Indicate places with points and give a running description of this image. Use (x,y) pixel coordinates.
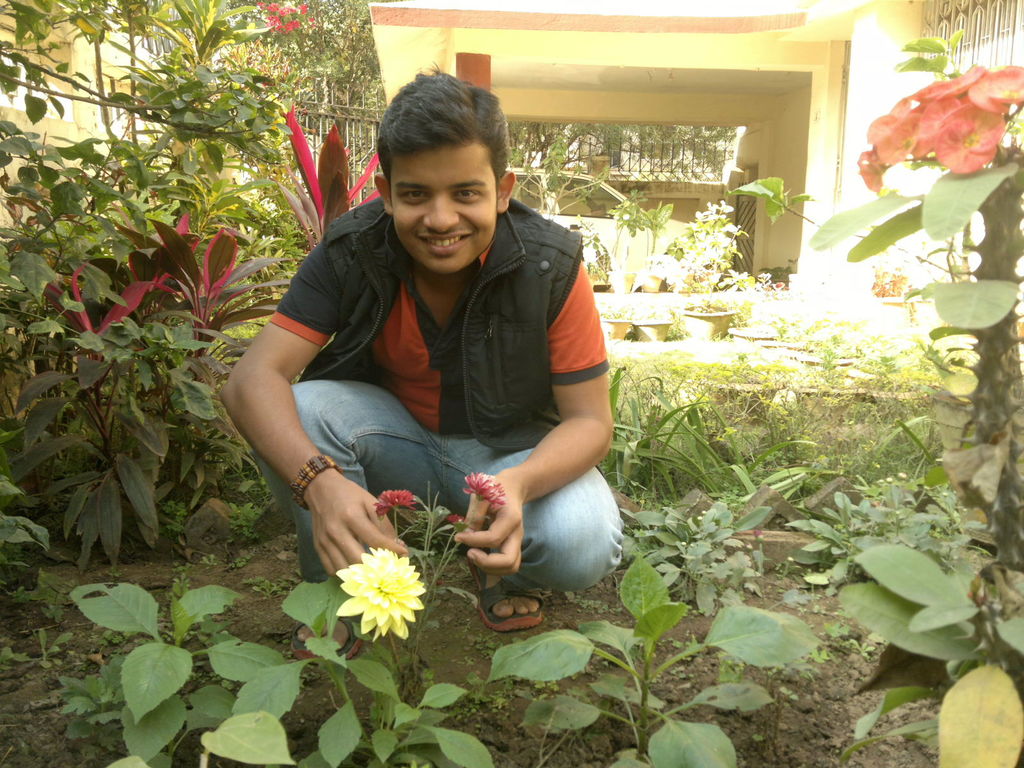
In this picture there is a boy (462,118) who is wearing jacket (494,293), t-shirt (559,326), jeans (555,528) and sandal (519,597). He is in squat position, beside him we can see plants (653,425) and grass (781,491). At the bottom (363,620) we can see two different flowers (416,608) on the plant (374,600). In the background (640,268) there is a pot (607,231) which is placed near to gate (741,232). On the right (755,232) there is a building (780,166). Beside the pot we can see the wall (639,188). At the top (274,95) we can see the trees (306,50).
